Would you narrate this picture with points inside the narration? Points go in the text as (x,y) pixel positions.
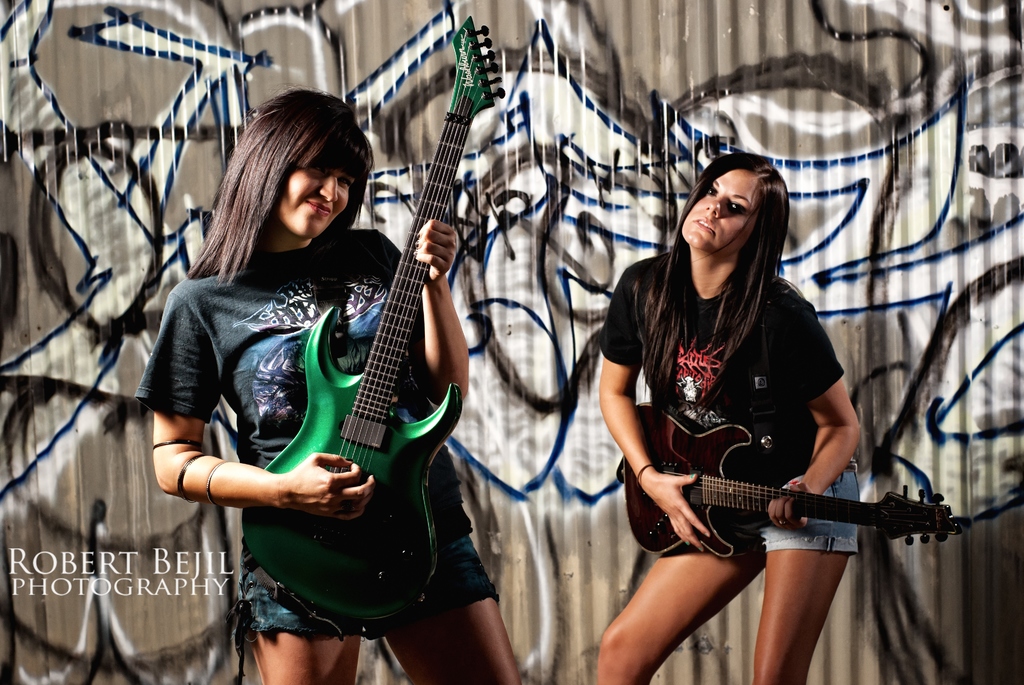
In this image there are two women (728,271). On the left (341,183) there is a woman (310,204) who is smiling and playing a guitar (386,405). On the right (719,571) women (827,431), she is little bit bent and just holding a guitar (907,526). On the background (620,505) there is a wall (616,156) which is painted in a blue and black color.
